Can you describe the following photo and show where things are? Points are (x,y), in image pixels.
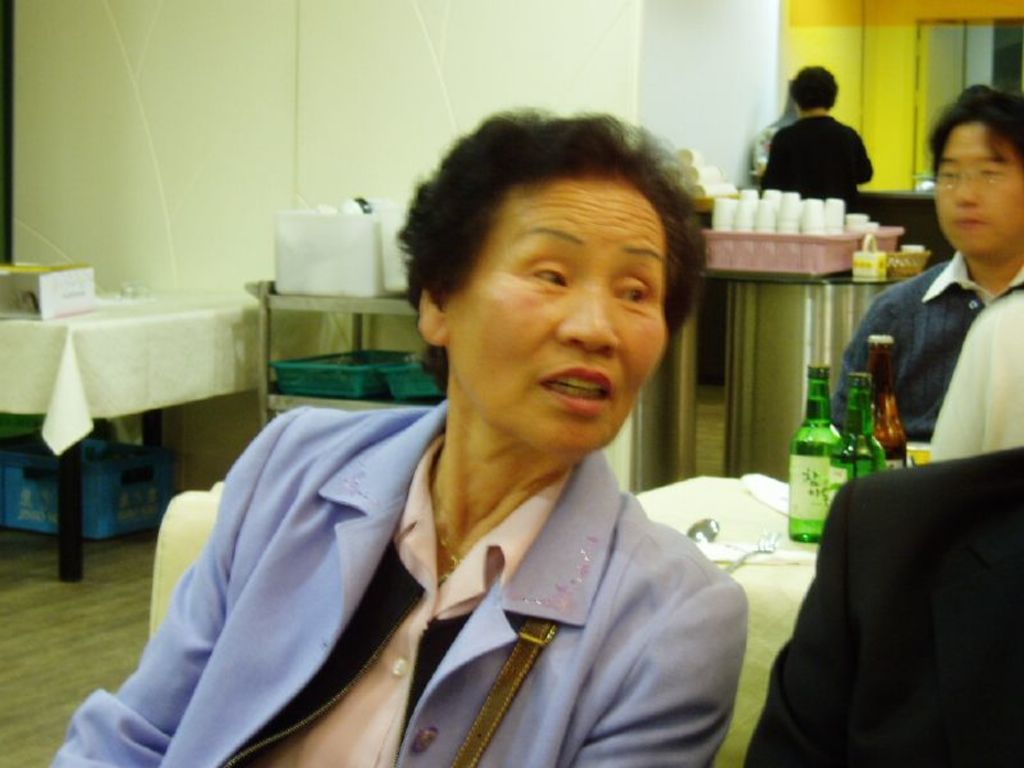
In the center of the image (420,278) we can see a lady (603,434) is sitting and wearing suit (567,655), bag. In the background of the image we can see the tables (746,303), rack (319,371). On the tables (758,562) we can see the bottles (855,445), boxes (396,253), containers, glasses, spoons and some other objects (405,365). On the right side of the image (987,262) we can see some people (865,351) are sitting and some of them are standing. At the top of the image (218,82) we can see the wall (327,78). In the bottom left corner (84,680) we can see the floor (90,621).
